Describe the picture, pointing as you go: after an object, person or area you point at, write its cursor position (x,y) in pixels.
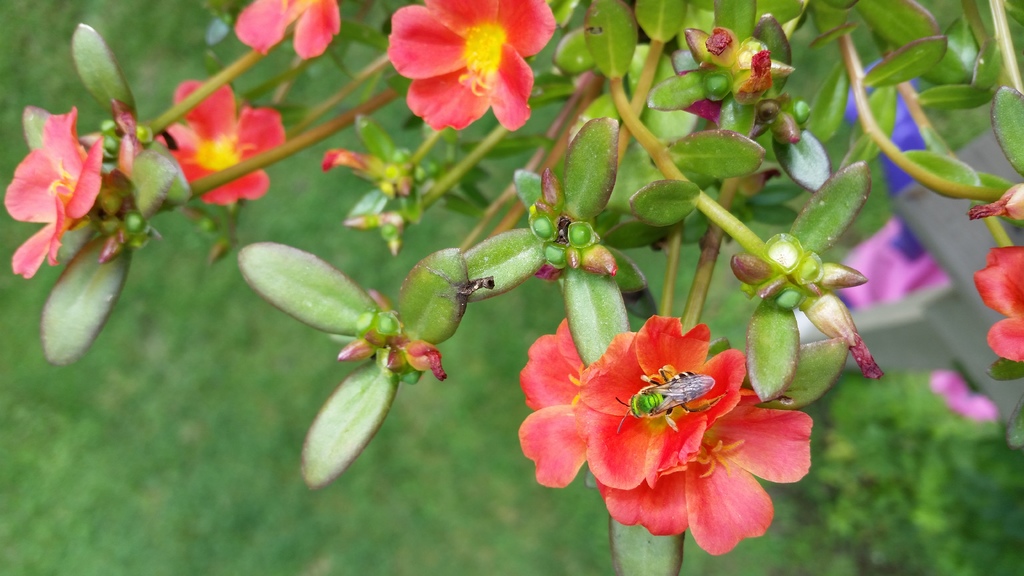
In this image we can see some flowers (304,50), buds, insect (664,406), also we can see plants (942,552), and the background (9,381) is blurred.
